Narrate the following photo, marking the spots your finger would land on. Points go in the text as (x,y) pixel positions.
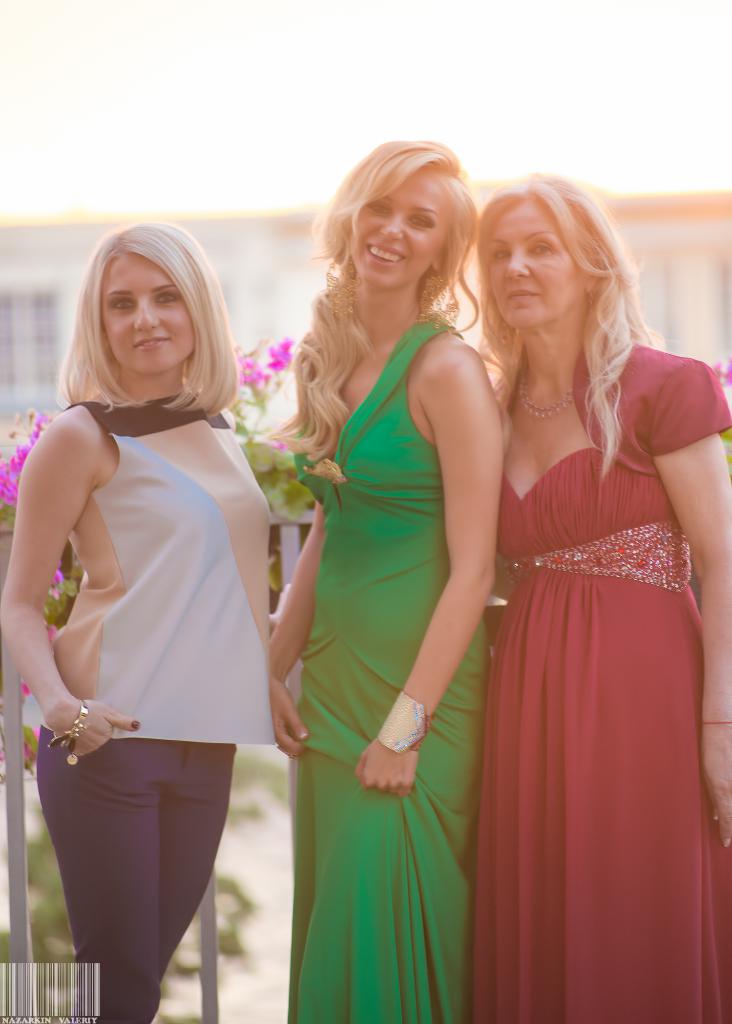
In the picture we can see three women (533,799) are standing together, one woman (79,440) is with white top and one woman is in green dress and one woman (619,962) is in red dress (522,1006) and behind them we can see a railing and to it we can see some flowers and in the background (58,351) we can see a house (57,412) with window (29,357) and it is not clear.
